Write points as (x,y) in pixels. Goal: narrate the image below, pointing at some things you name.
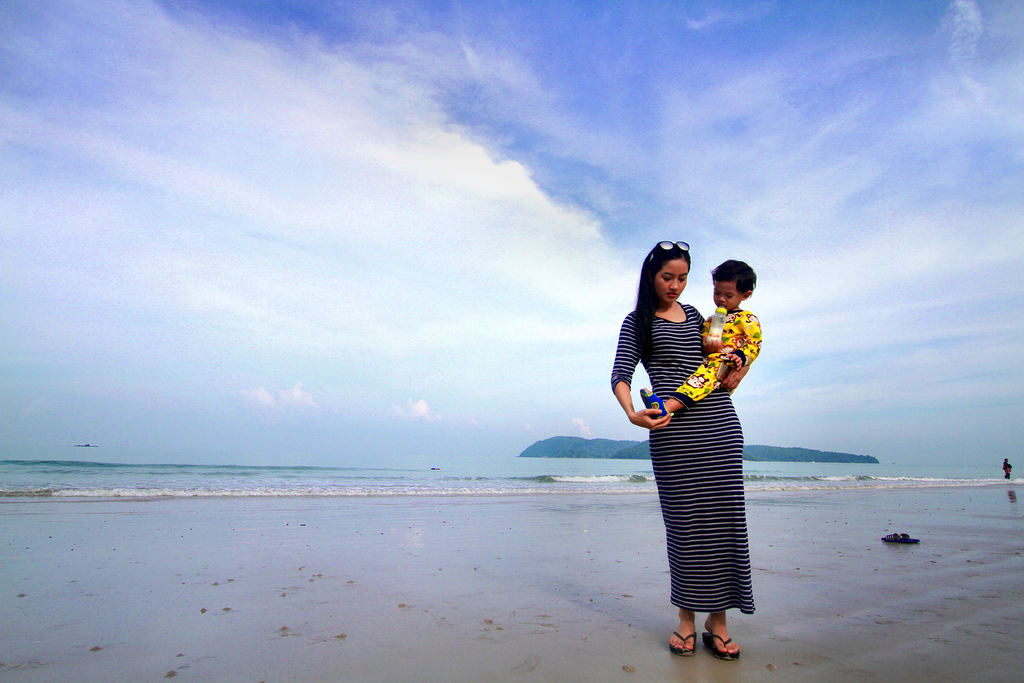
In this image we can see a woman (699,452) is holding a baby (717,371). Here we can see a bottle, footwear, sand (531,566), water (778,480), and a person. In the background (599,451) we can see a mountain (584,449) and sky (613,181) with clouds (1010,281).
